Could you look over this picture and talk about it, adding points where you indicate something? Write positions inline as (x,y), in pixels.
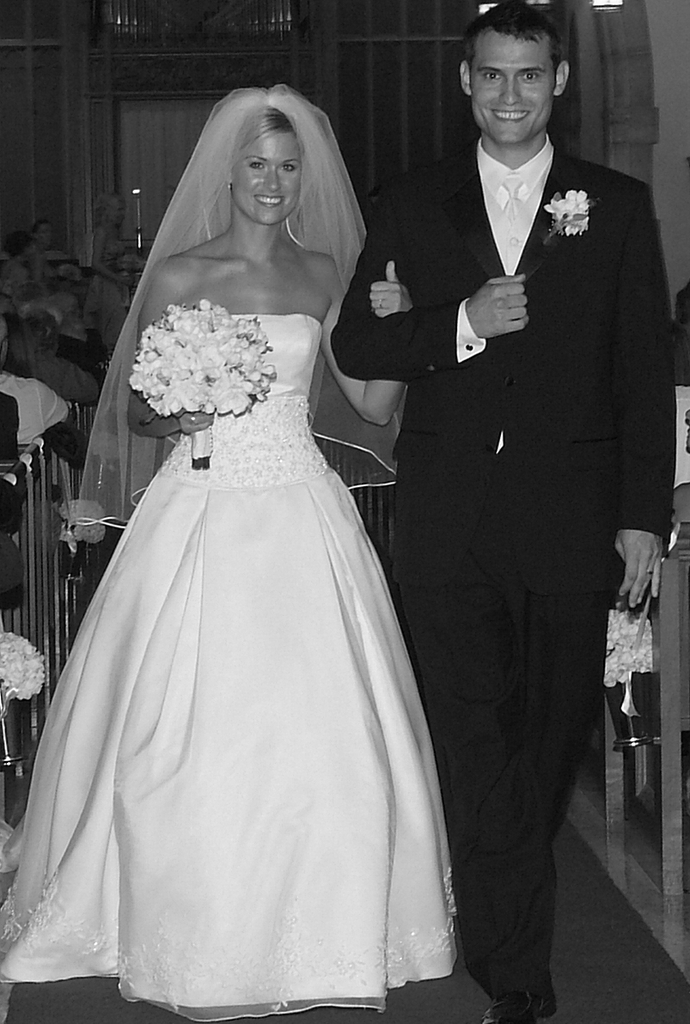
In this picture there is a woman (332,833) who is wearing white dress (269,510) and holding the flowers (207,354). Beside her we can see a man (512,367) who is wearing suit (545,319). On the top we can see lights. Beside them we can see people (686,518) who are sitting on the bench (674,768). On the bottom (436,1006) we can see carpet (424,1014).
